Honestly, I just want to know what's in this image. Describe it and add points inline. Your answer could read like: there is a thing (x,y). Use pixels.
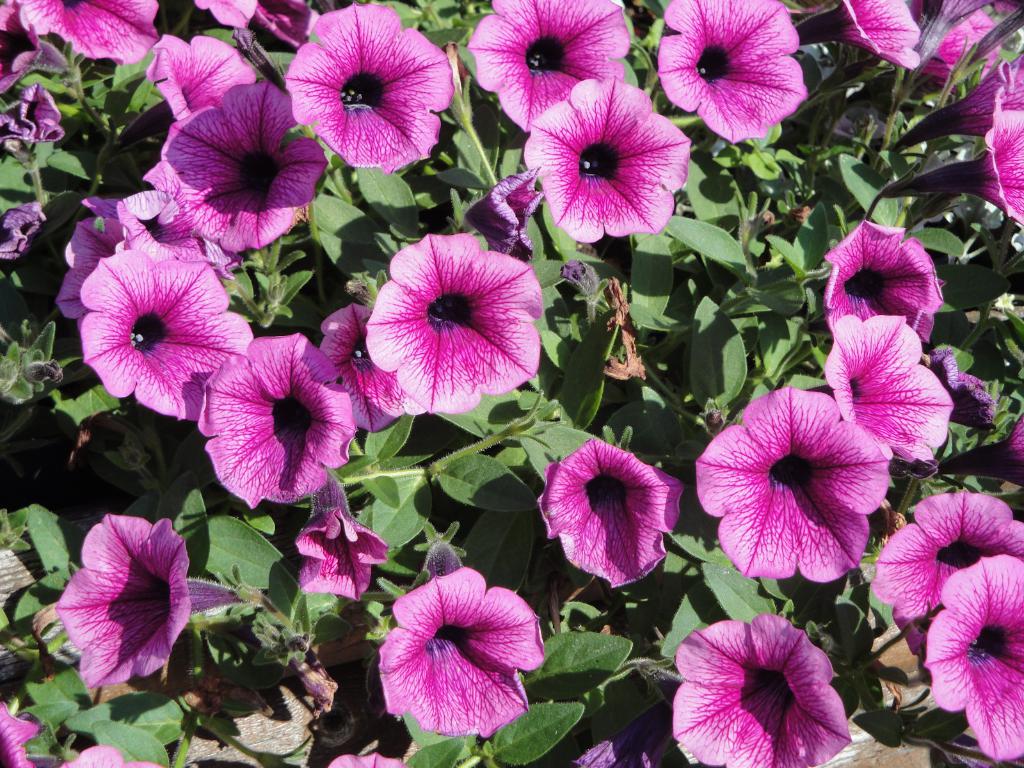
in this picture, I can see a bunch of flowers (425,699) which includes with leaves (550,445) and stem (745,235) also i can see a ground (917,685).
